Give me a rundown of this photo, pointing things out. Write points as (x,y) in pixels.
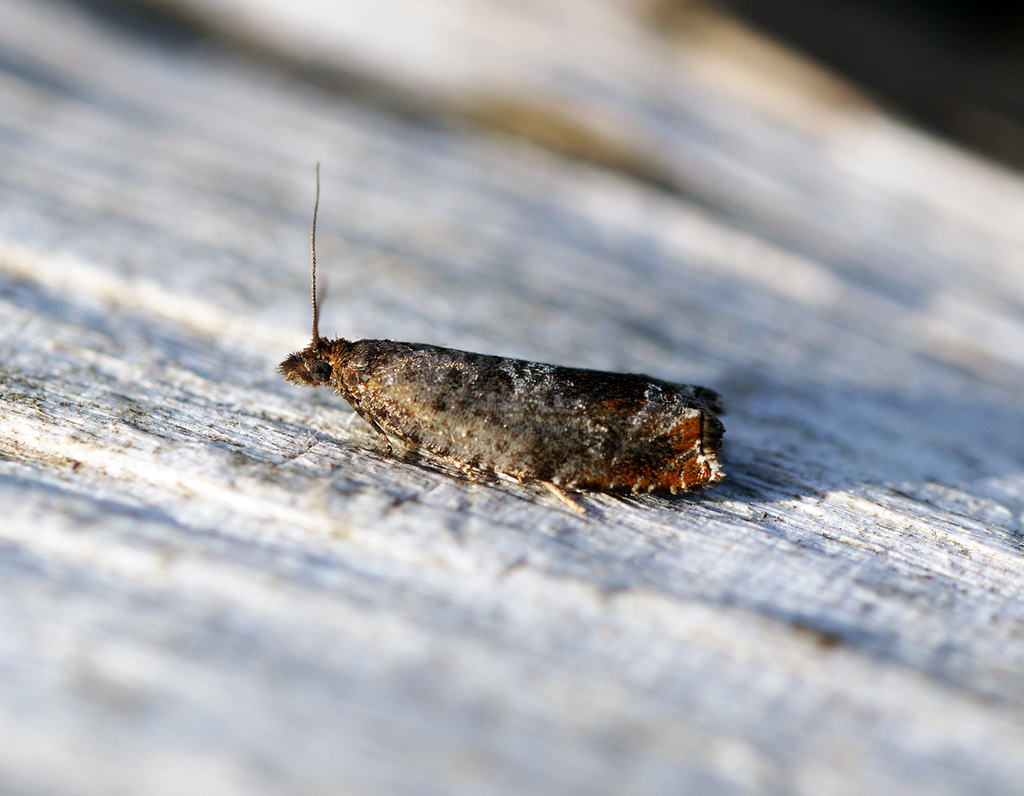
In this picture there is a moth (577,384) in the center of the image (399,422).
